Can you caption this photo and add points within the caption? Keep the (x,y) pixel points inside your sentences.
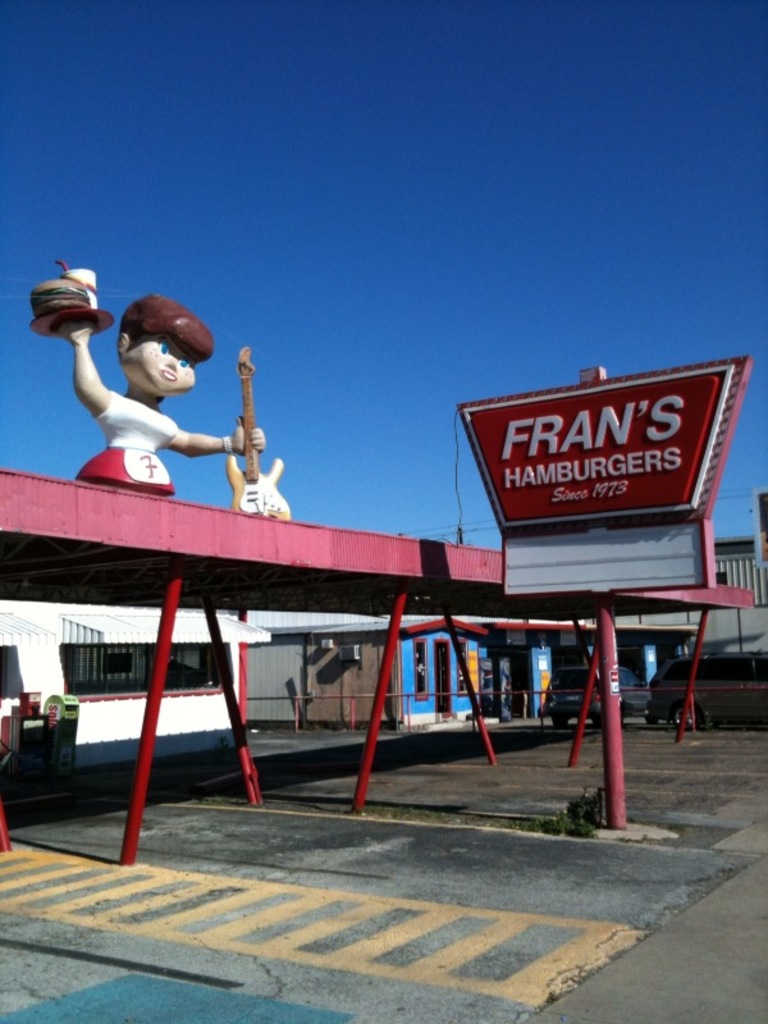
In the picture we can see a path (645,829) with some yellow colored lines (269,889) on it and on it we can see some red color poles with a stand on it, we can see a doll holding a guitar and beside it, we can see a board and written on it Fran's hamburgers and behind we can see some houses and some cars (711,712) are parked near it and behind it we can see a sky (717,192) which is blue in color.
